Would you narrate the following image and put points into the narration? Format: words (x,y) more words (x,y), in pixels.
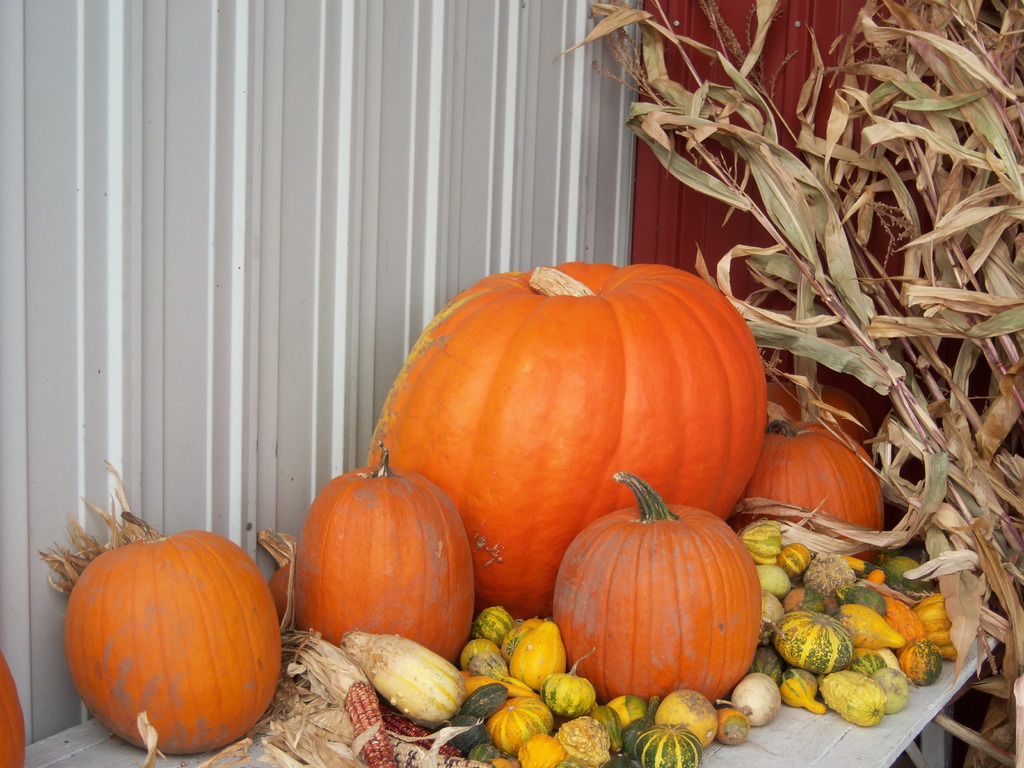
In this image there are pumpkins (469,513) and corn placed on the table (701,747) in the foreground (429,568). There is a metal object (159,333) on the left corner (186,312) and in the background (146,375). There is an object (977,491) on the right corner (758,104).
